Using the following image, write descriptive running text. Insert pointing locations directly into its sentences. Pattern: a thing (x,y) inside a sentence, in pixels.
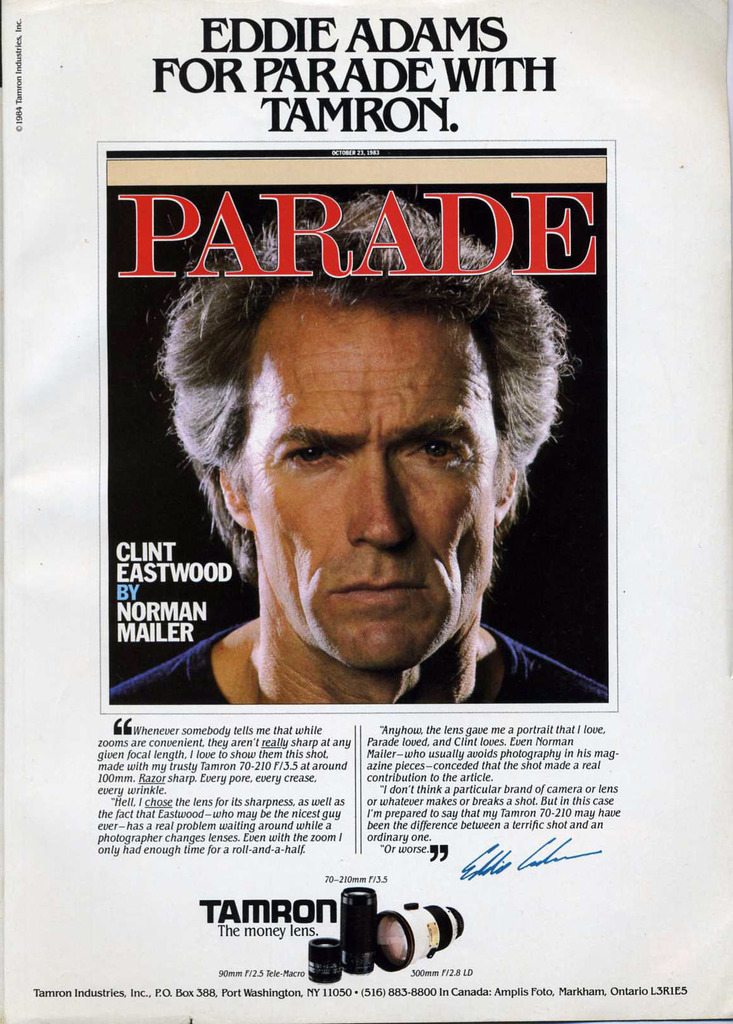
In this picture we can see a paper (344,548), in the paper (312,502) we can find a man (381,536) and some text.
